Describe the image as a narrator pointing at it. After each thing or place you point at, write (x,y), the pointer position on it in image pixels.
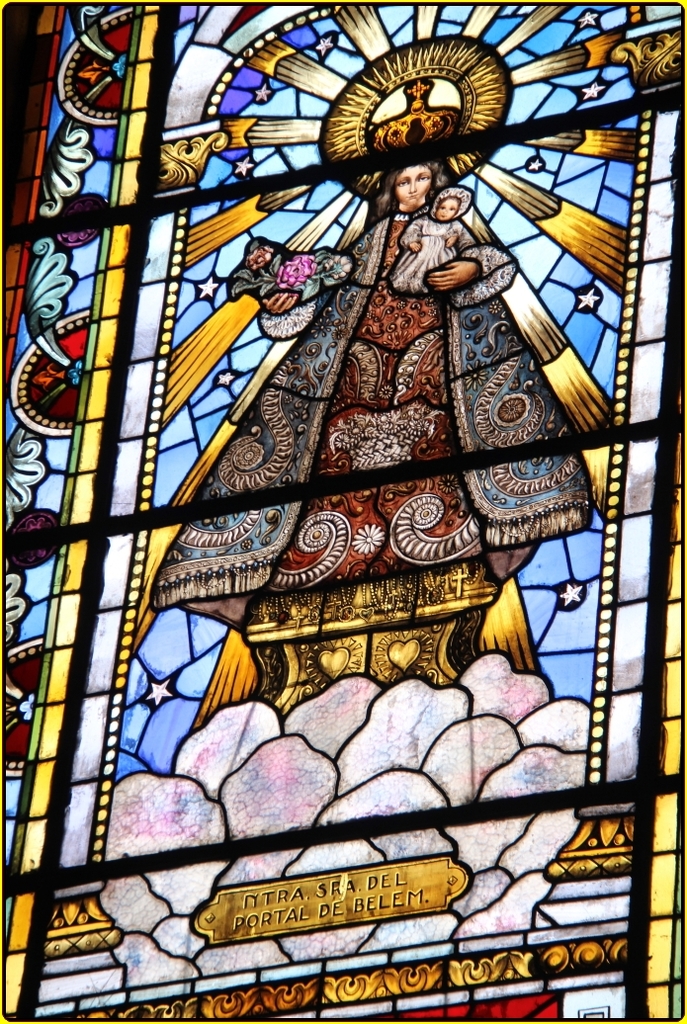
In this image there is a glass (589,138) on that glass (436,53) there is a jesus painting (532,820).
